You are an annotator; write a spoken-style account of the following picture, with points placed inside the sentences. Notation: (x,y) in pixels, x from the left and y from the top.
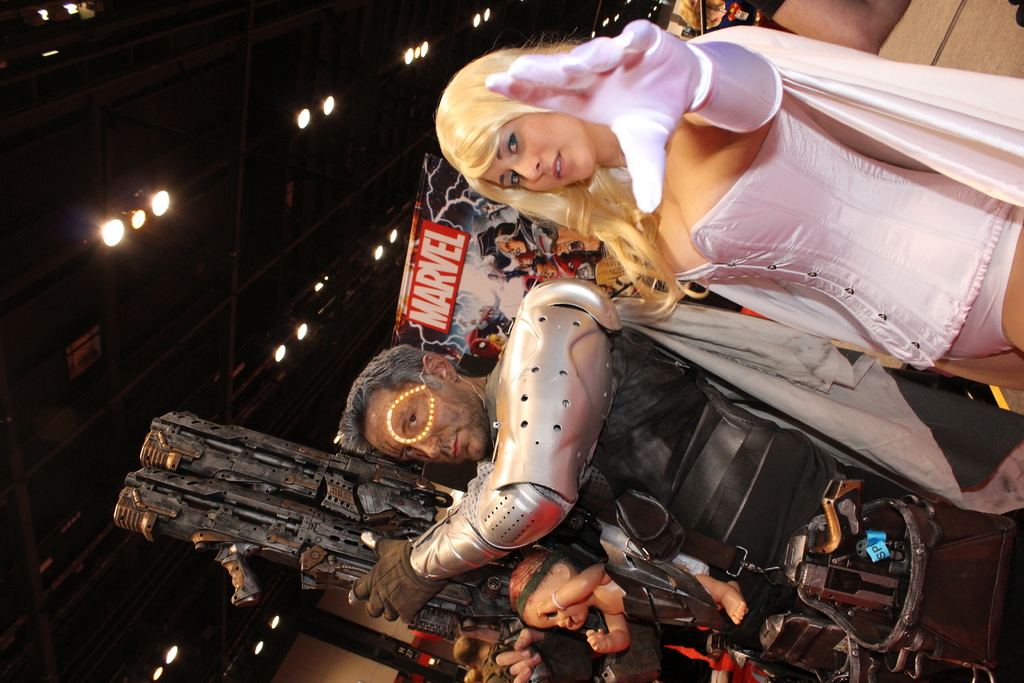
In the image we can see there are people (632,413) standing and the man (411,558) is holding a weapon (302,518) in his hand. The man (605,484) is carrying baby toy (622,606) in the front (610,599) and behind on the banner (471,276) it's written "Marvel". There are lights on the roof top (209,146).
